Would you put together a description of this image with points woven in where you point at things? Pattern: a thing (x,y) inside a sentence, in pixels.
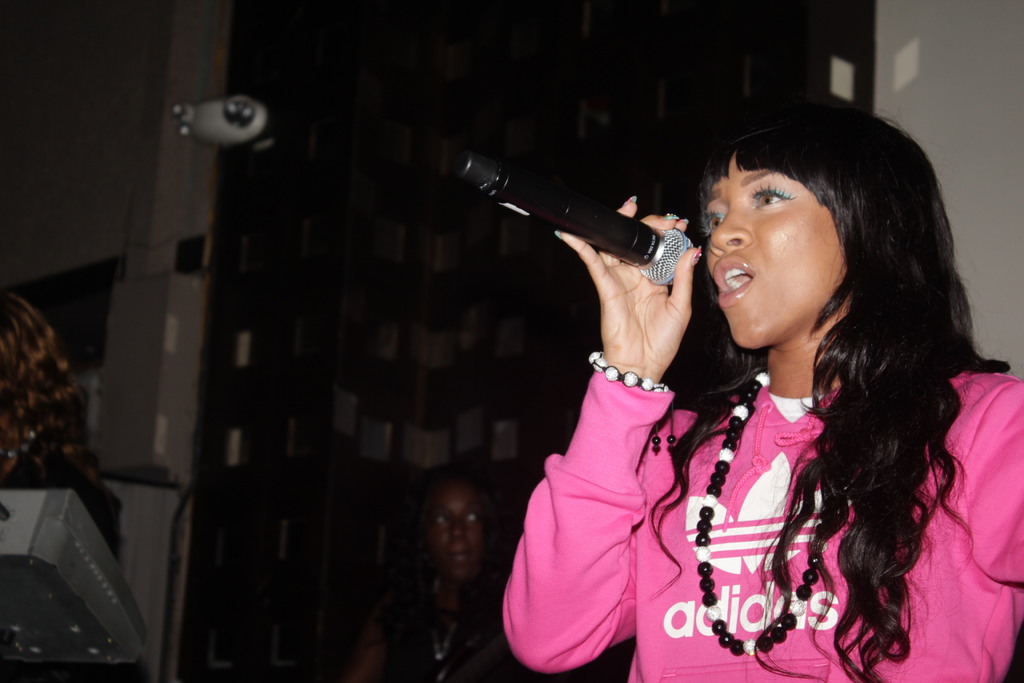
This picture shows a woman (758,195) standing and singing, holding a mic (641,260) in her hand (627,322). She is wearing a pink dress (733,613). In the background (361,446), there is a wall (146,364) and another woman (434,649) sitting here.
